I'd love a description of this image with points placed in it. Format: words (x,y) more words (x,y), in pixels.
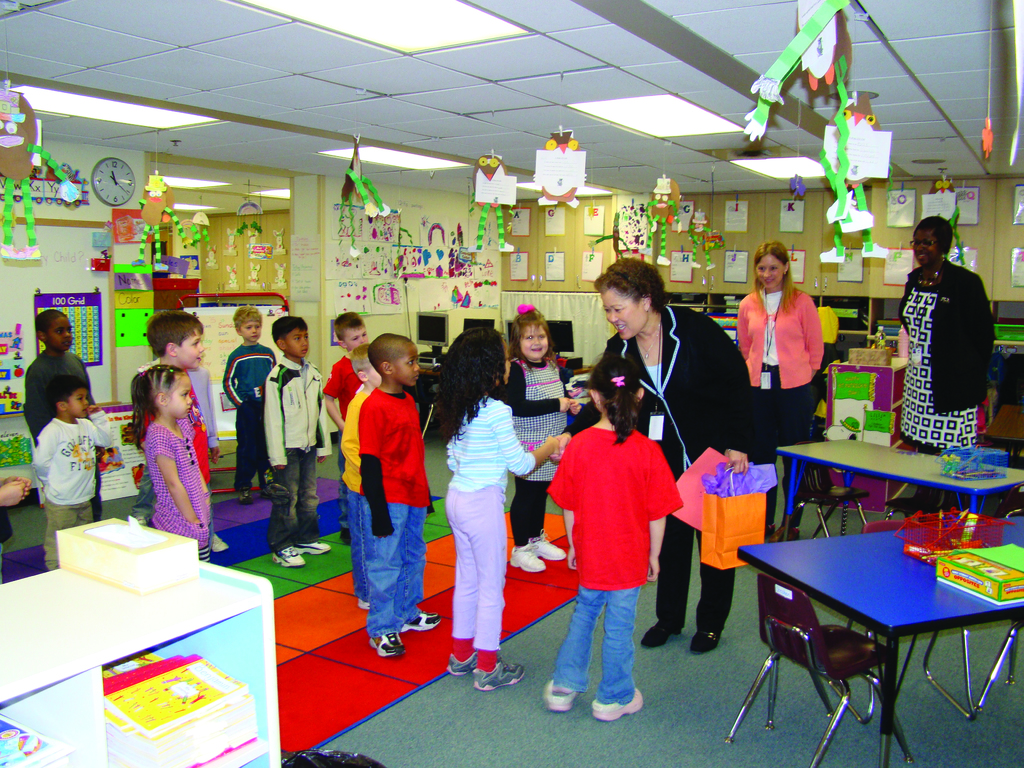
In this image i can see few children (536,398) standing the woman (641,317) standing here is talking with a child (516,451), there are two women (812,325) standing here, in front of the women (916,324) there is a table (847,578) and a chair (821,637), there is a box (1012,581) on the table (926,581), at the back ground (434,232) there are some papers (548,225) attached to a wall (541,221), there is a clock (120,175) on the wall (147,157), at the top there is a light (345,22).
